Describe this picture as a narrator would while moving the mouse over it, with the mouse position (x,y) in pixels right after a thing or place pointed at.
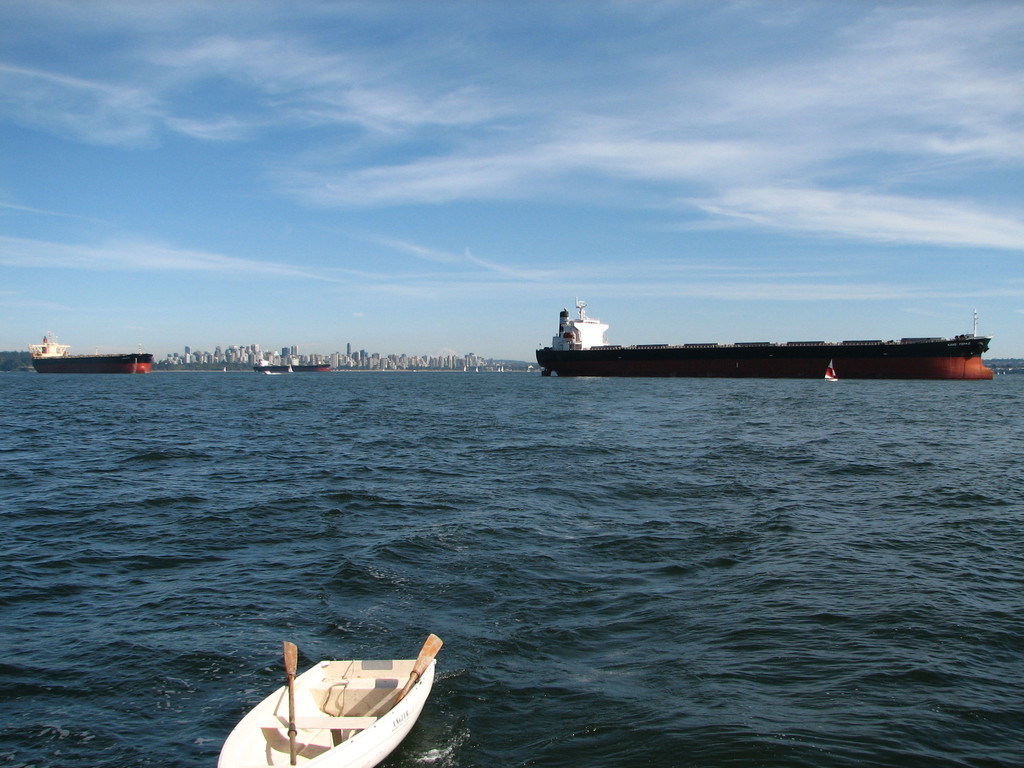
In the image we can see there is a boat (371,721) in the water (606,572) and this is a water (507,596). We can even see there are many buildings (379,364) and a cloudy sky (397,221).
